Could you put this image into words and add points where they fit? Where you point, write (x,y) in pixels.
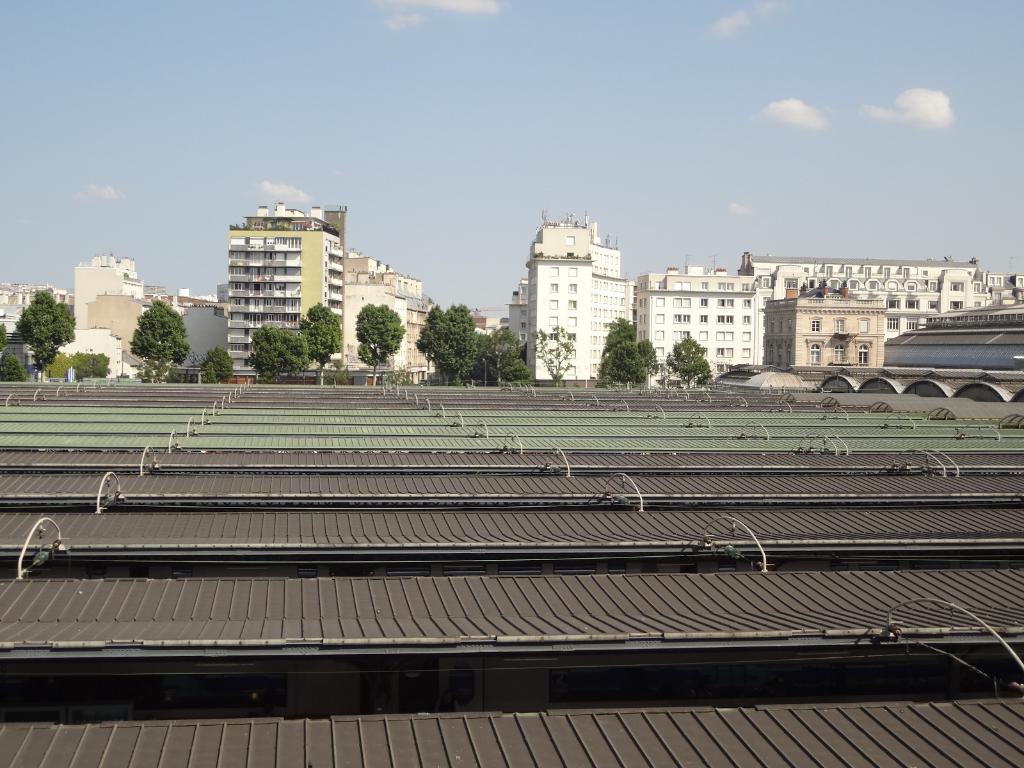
There are metal sheets (477,586) present at the bottom of this image (340,535), and there are some trees (368,363) and buildings (801,330) in the background (673,330). There is a cloudy sky (711,97) at the top of this image (679,97).
